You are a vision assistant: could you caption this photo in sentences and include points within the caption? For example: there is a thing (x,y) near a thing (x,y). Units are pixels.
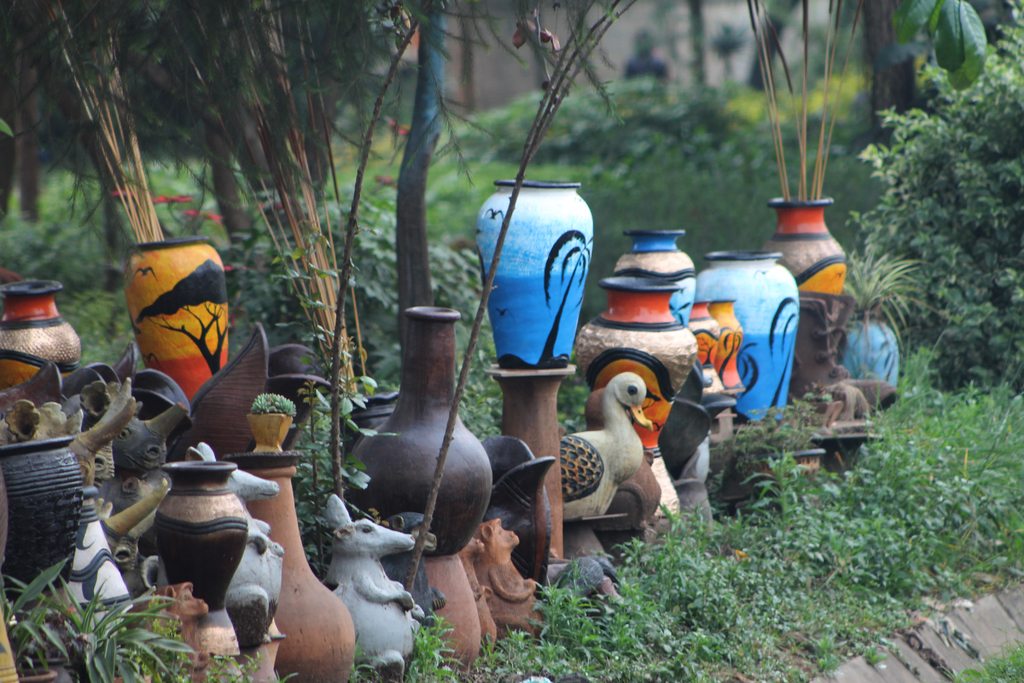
There are clay pots (480,468), flower vases (392,470) and different animal toys (509,598) in this image. At the back side (719,197) there are trees (961,189).
